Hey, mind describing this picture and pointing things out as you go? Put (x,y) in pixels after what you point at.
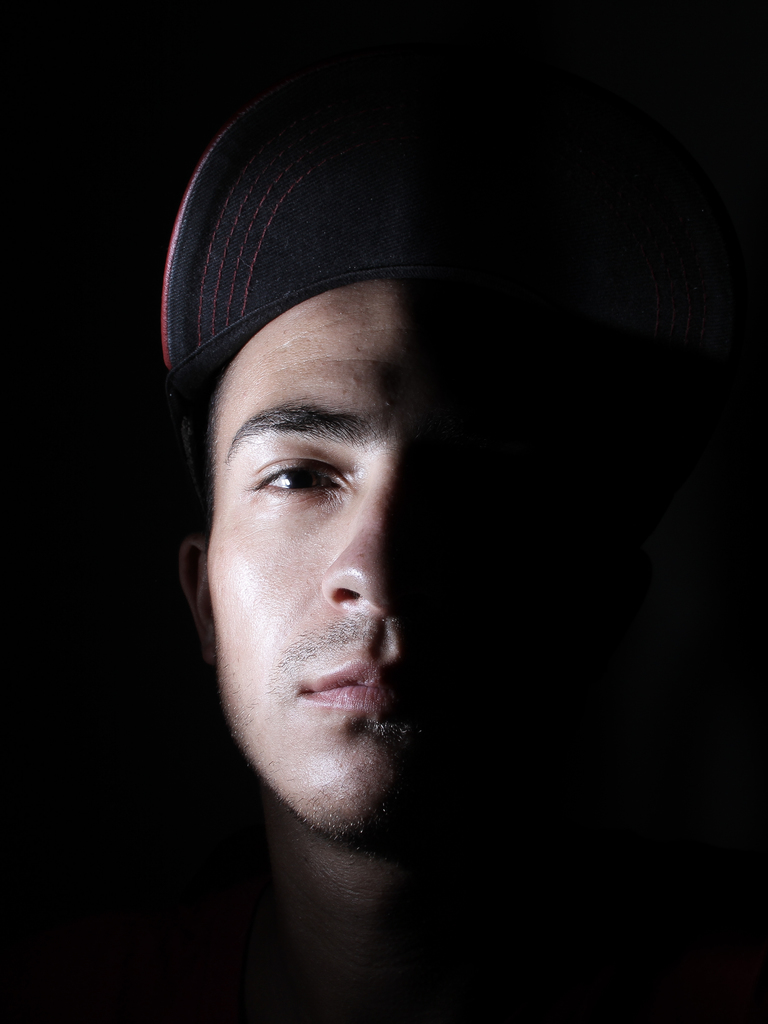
In this image we can see a person (218,625) wearing the cap (242,205) and the background (162,10) is dark.
